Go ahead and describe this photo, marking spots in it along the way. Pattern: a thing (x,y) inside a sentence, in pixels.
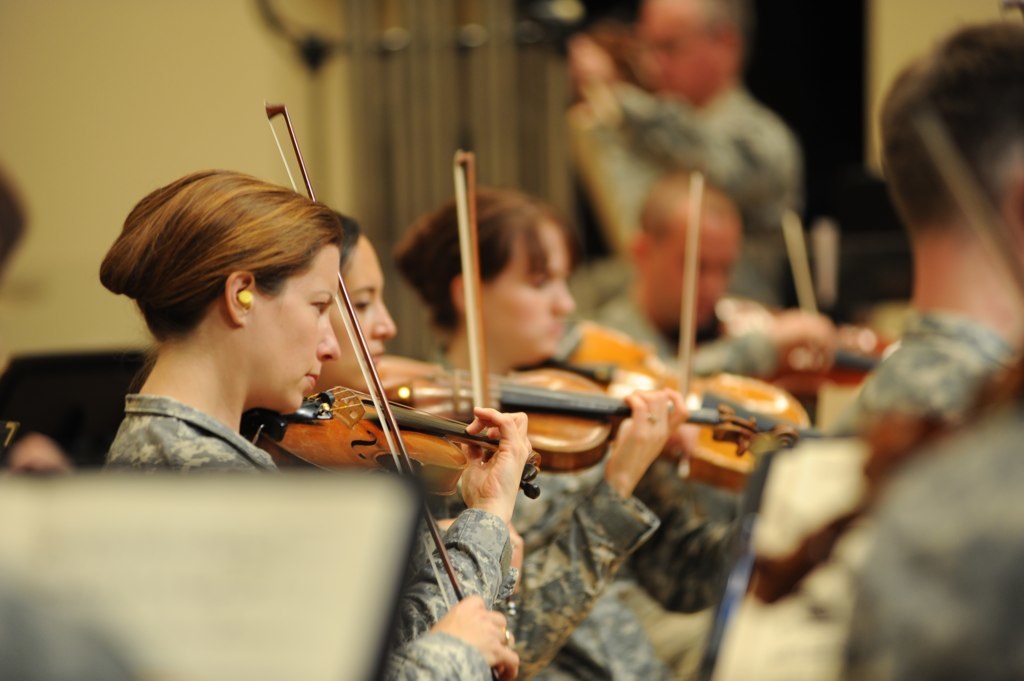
In this picture there are group of people (174,258) in which three women (224,213) are holding the musical instruments (358,321) and playing in which all are wearing same uniform (913,366).
